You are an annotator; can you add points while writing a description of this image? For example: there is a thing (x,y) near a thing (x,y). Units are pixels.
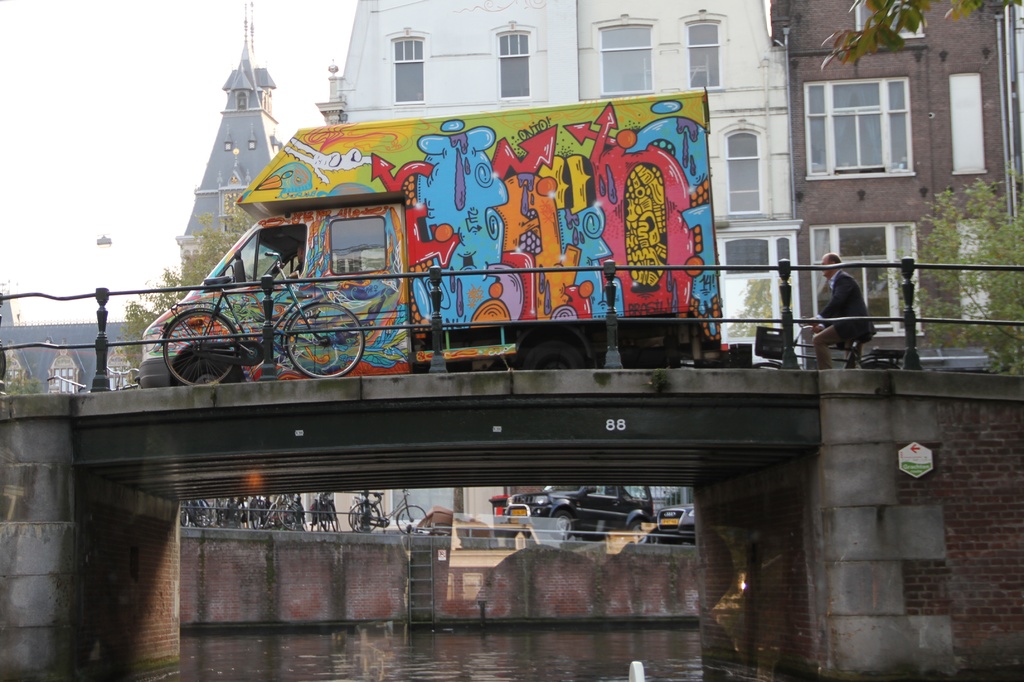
In this image few vehicles (557,300) are on the bridge (645,389). Right side (817,342) a person (833,342) is riding on the bicycle (776,360). Bottom of the image (520,647) there is water (425,631). Beside there is a wall (386,596). Behind there are few vehicles (276,523). Background there are few trees (1019,333) and buildings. Left top there is sky (167,138).
